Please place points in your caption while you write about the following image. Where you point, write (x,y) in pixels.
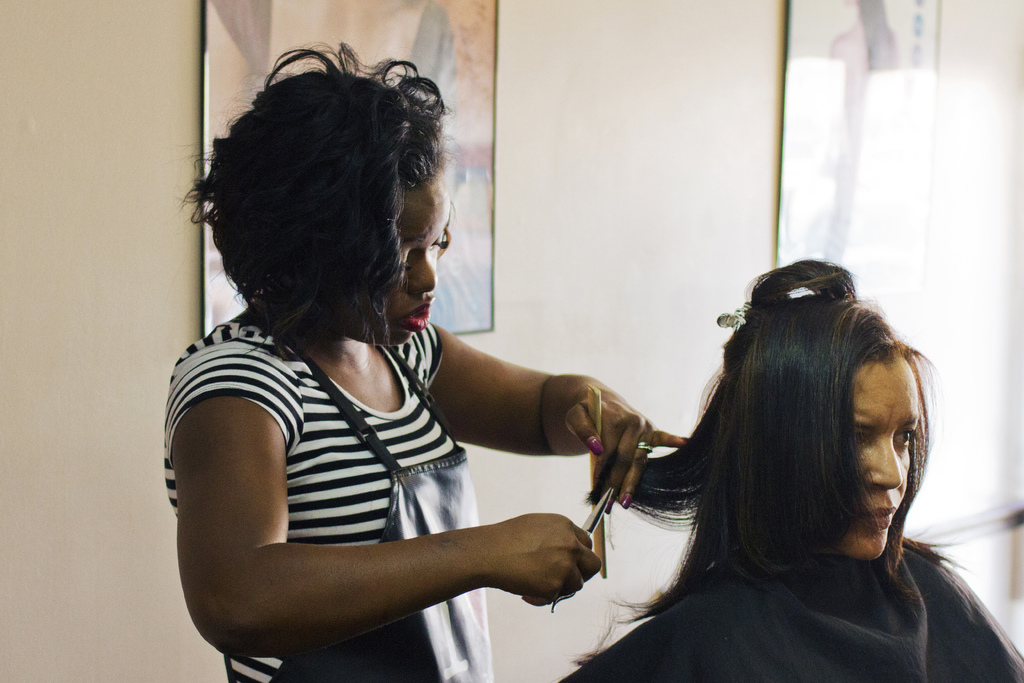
In this image we can see a woman (589,426) holding a comb (593,406) and a scissor (591,525) and cutting the hair (817,463) of other woman (859,522) sitting on a chair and in the background (604,185) there is a wall (541,228) with picture frames (799,25).
